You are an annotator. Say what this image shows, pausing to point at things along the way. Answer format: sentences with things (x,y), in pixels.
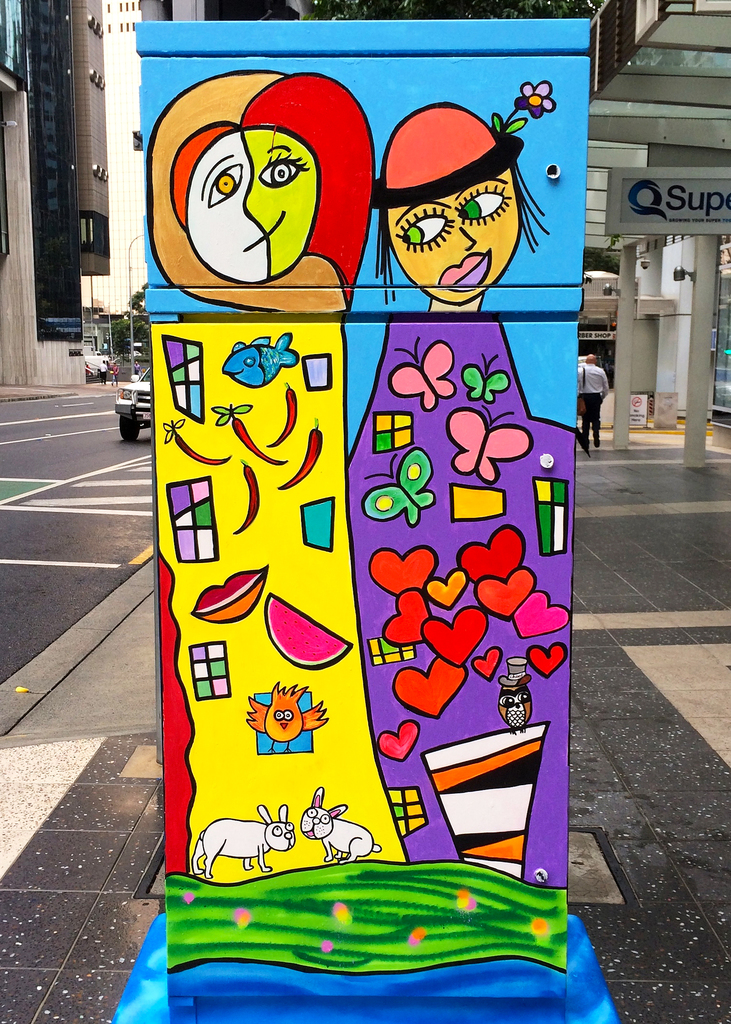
In this image, we can see buildings (68,150). There is a car (138,415) on the left side of the image (132,405). There is a person (598,386) on the right side of the image (588,386). There is an art (322,667) in the middle of the image (300,472).
